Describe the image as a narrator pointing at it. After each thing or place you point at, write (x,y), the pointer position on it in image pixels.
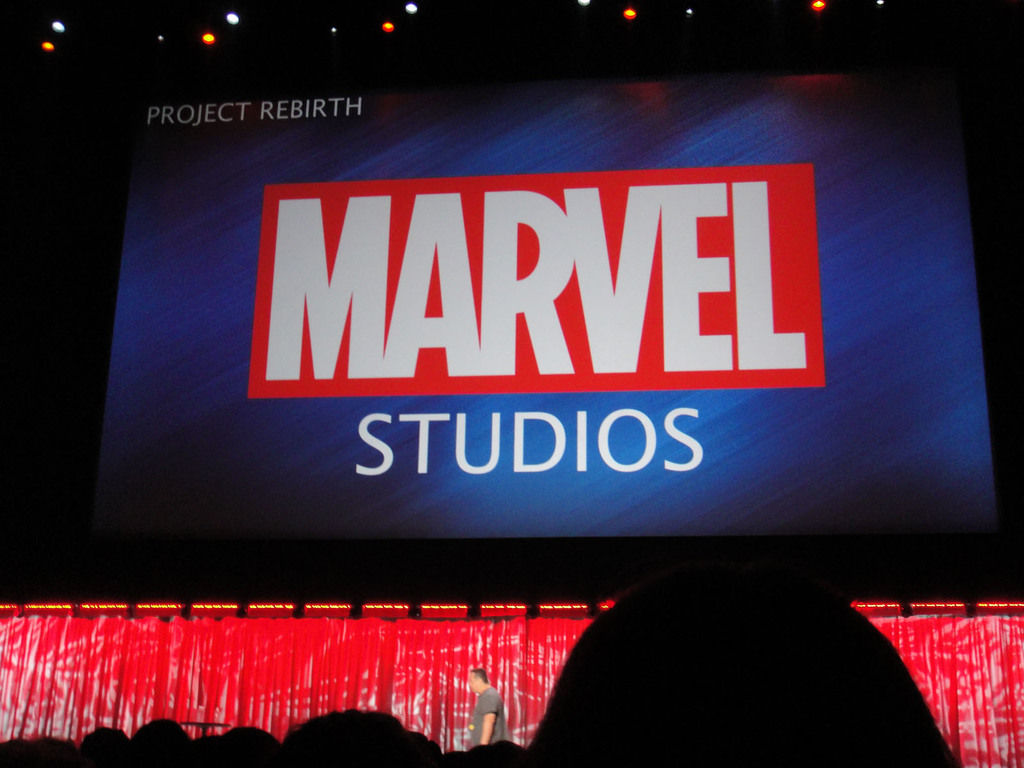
In this image there is a big display screen (418,405). There is text (430,256) on the screen (379,190). Below to it there is a man (490,697) standing. There are lights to the ceiling (462,25). The background (1018,255) is dark.
